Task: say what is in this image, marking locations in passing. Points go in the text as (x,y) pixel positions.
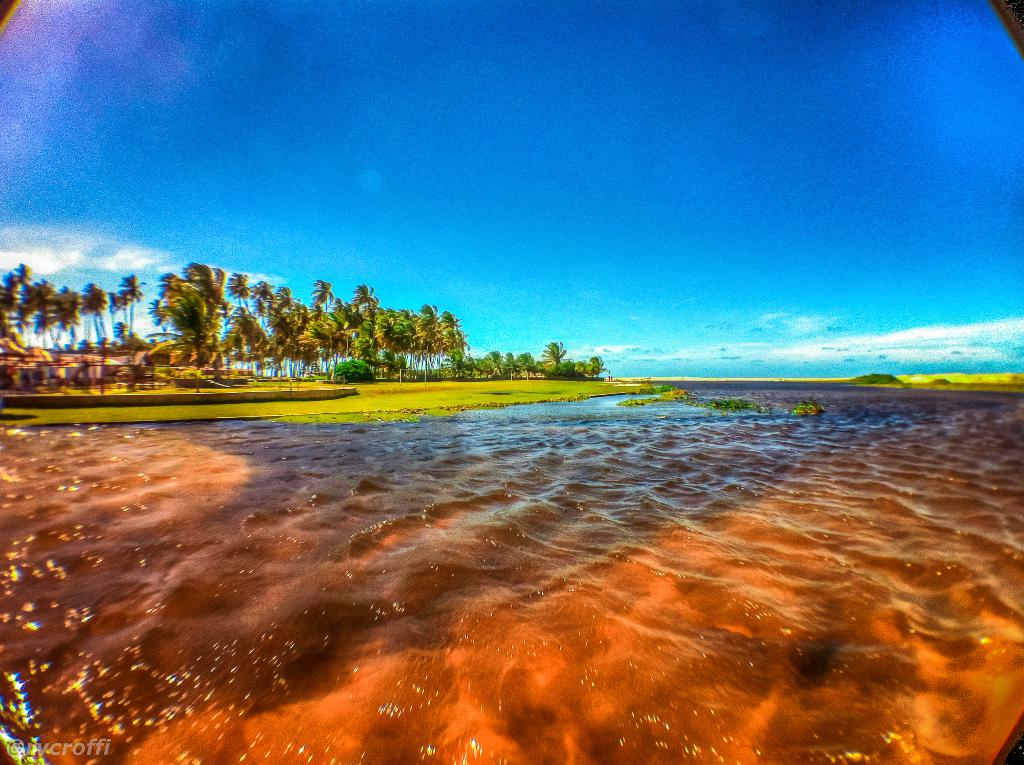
Here in this picture we can see water (507,448) flowing all over the place and beside that we can see the ground (52,417) is fully covered with grass (323,410) over there and we can see plants (196,379) and trees (217,362) present all over there and we can see clouds (37,227) in the sky (547,274).
